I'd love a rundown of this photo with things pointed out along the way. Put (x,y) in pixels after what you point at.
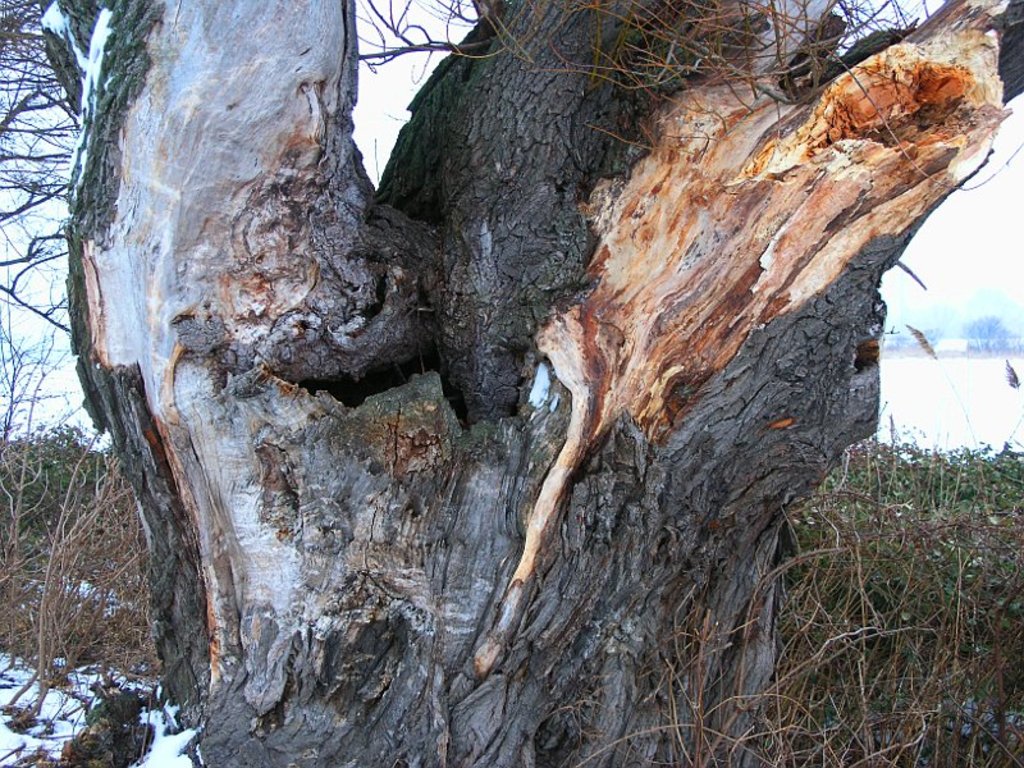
In the middle of the image (422,470) there is a tree trunk (448,246) with black color. And to the bottom of the image (958,763) there is a grass (874,676).
